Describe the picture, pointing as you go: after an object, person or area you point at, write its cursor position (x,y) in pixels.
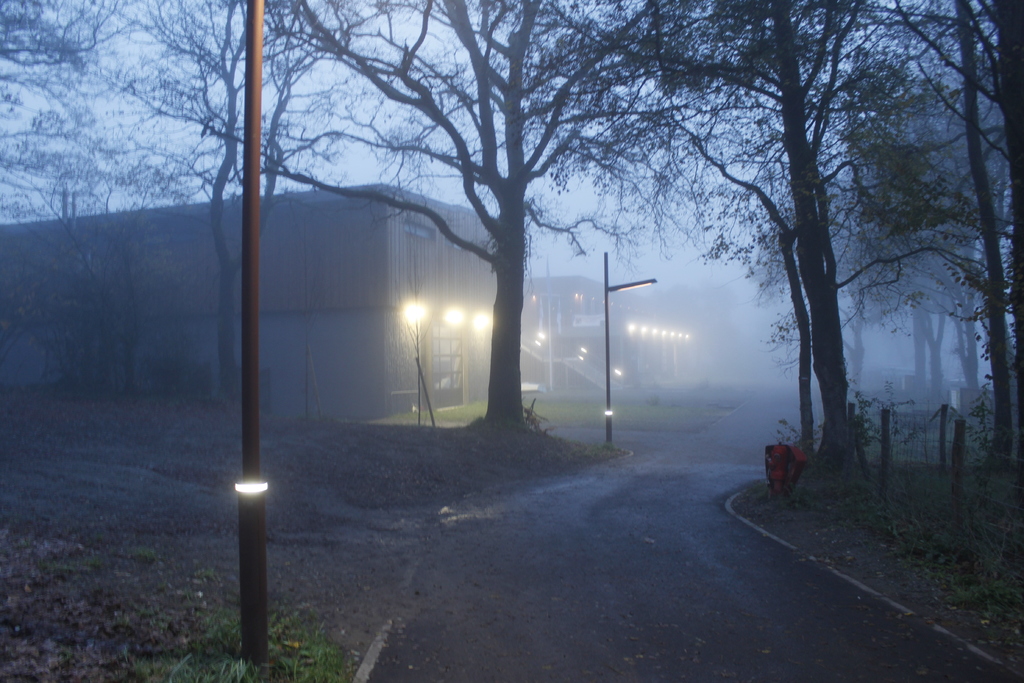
In this image, I can see the trees (860,151). These are the buildings (435,294) with lights (458,325) and windows (455,370). This is a pole (254,525). This looks like a red hydrant (784,464). I think this is the fence (910,427). I can see a street light (613,290). I think this is the fog (731,346).
